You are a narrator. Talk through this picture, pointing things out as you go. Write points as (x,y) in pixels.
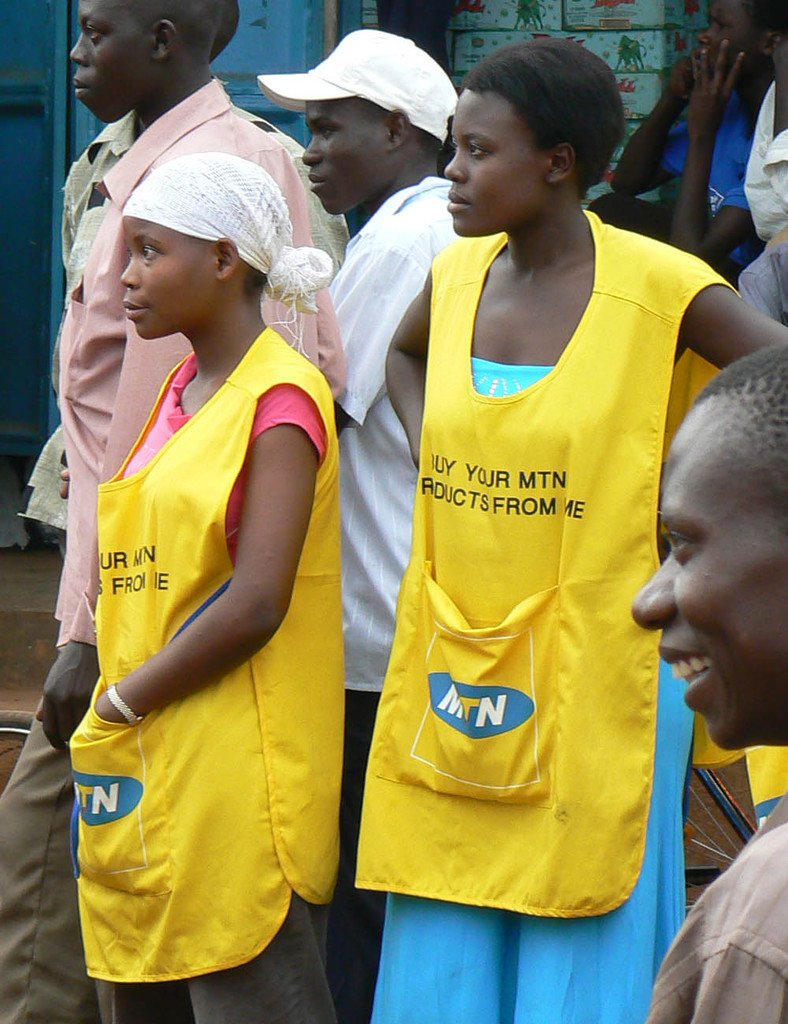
In this image we can see a group of people (679,422) standing on the ground (724,841). One person (744,96) is sitting. At the top of the image (522,22) we can see some boxes (549,28) with pictures (520,10) and some text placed on the surface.
